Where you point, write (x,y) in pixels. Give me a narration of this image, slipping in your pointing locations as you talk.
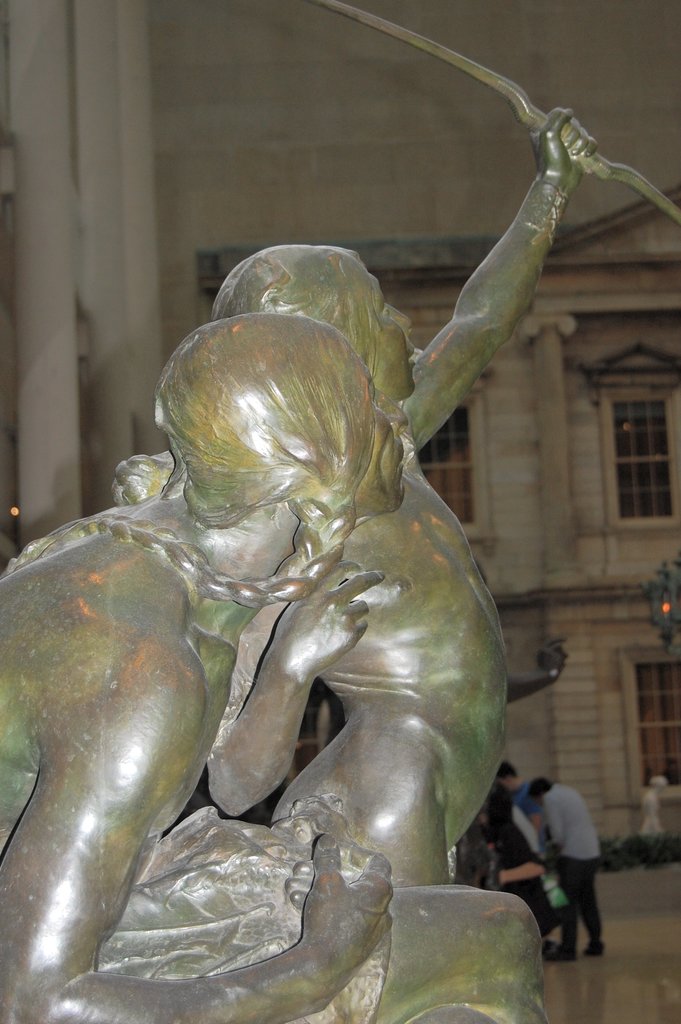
In this image there is a statue (235,727) of two people (342,527) holding an object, behind the statue (470,905) there are a few people (526,829) standing on the floor (598,984). In the background (530,312) there is a building (602,605).
